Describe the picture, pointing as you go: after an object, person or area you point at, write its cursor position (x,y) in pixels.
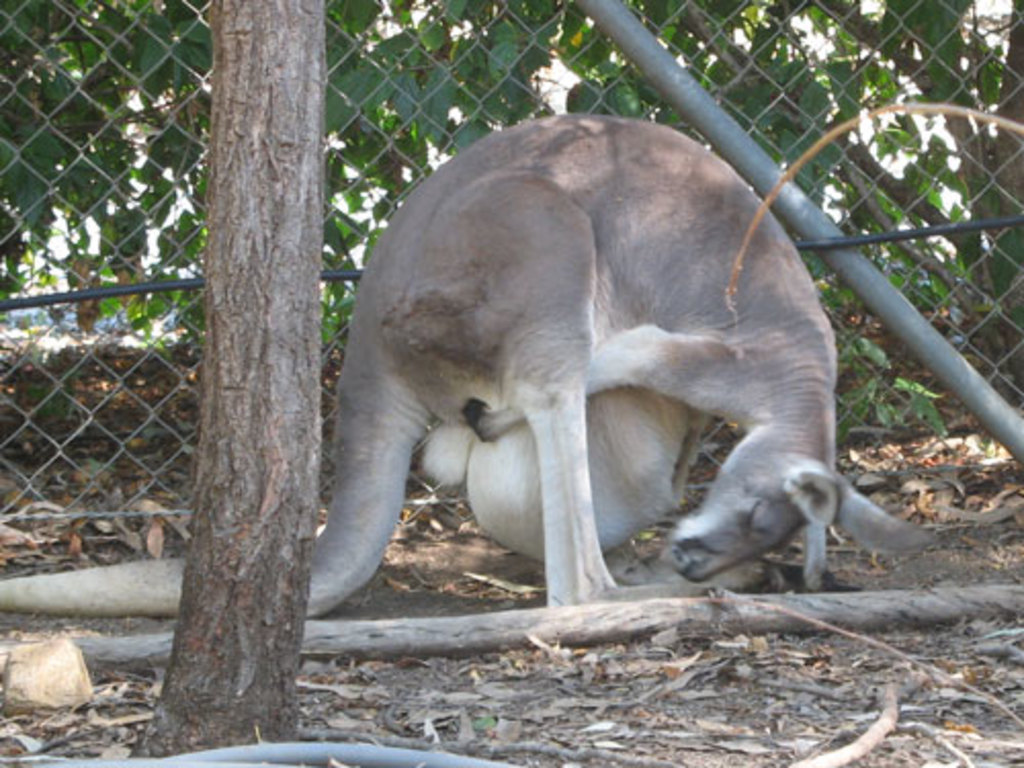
In this image there is one kangaroo (518,408) in middle of this image (562,330) and there is one tree (243,321) on the left side of this image (248,271) and there is one iron object (865,272) on the right side of this image (886,288). There are some leaves (874,321) in the background (336,77).
